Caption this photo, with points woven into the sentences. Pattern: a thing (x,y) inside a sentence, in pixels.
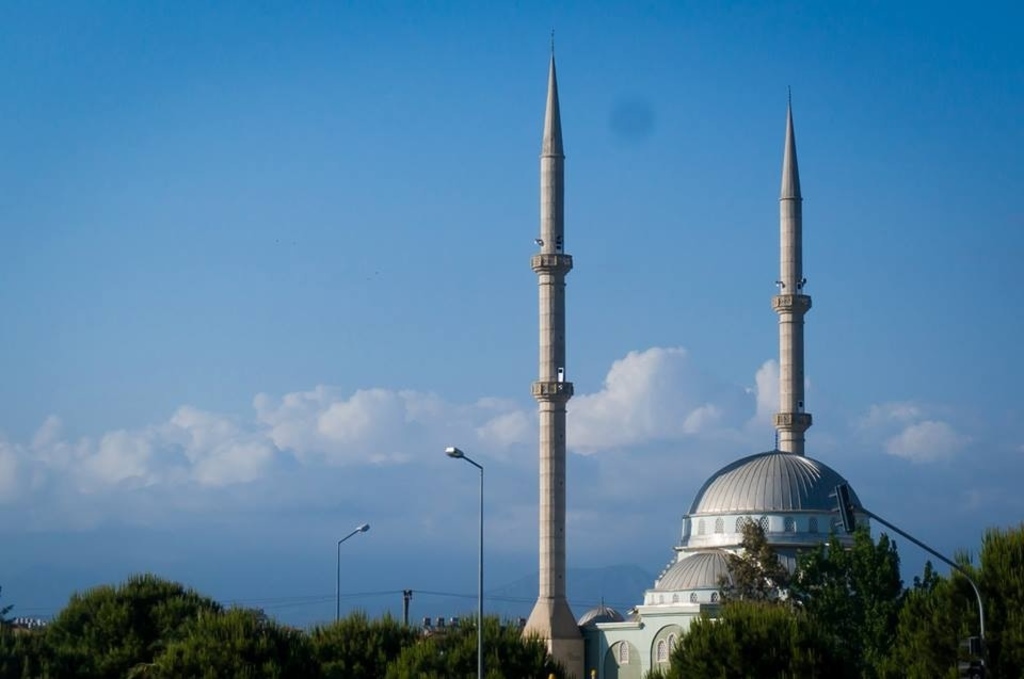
This picture consists of minaret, poles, lights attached to the pole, trees (888,567) visible at the bottom (907,567), in the middle (459,318) there is the sky (936,349).
